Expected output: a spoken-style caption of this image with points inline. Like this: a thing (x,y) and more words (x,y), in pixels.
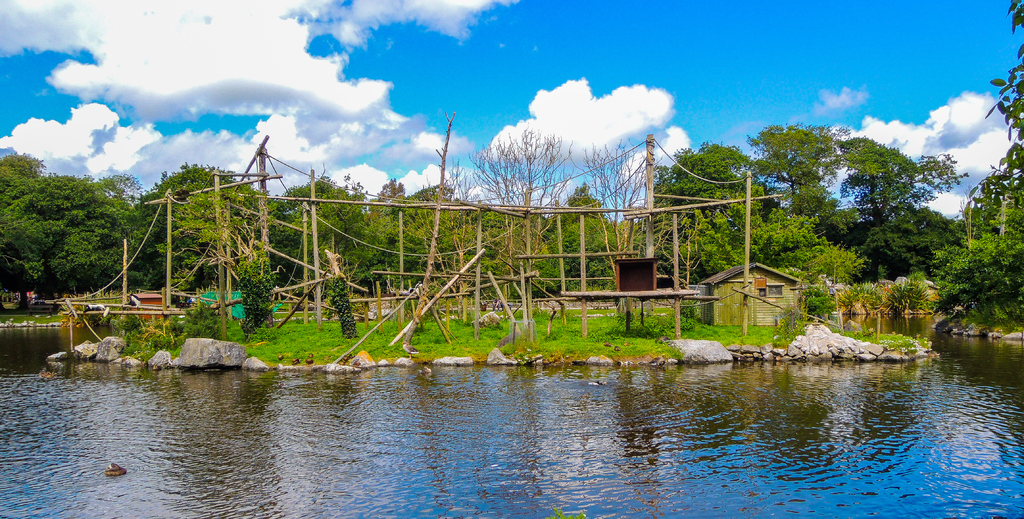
Here we can see water (271,466), stones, grass (729,332), trees (660,256), plants (168,332), wooden poles (170,304), a small hut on the right side (732,296) and clouds (101,109) in the sky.
